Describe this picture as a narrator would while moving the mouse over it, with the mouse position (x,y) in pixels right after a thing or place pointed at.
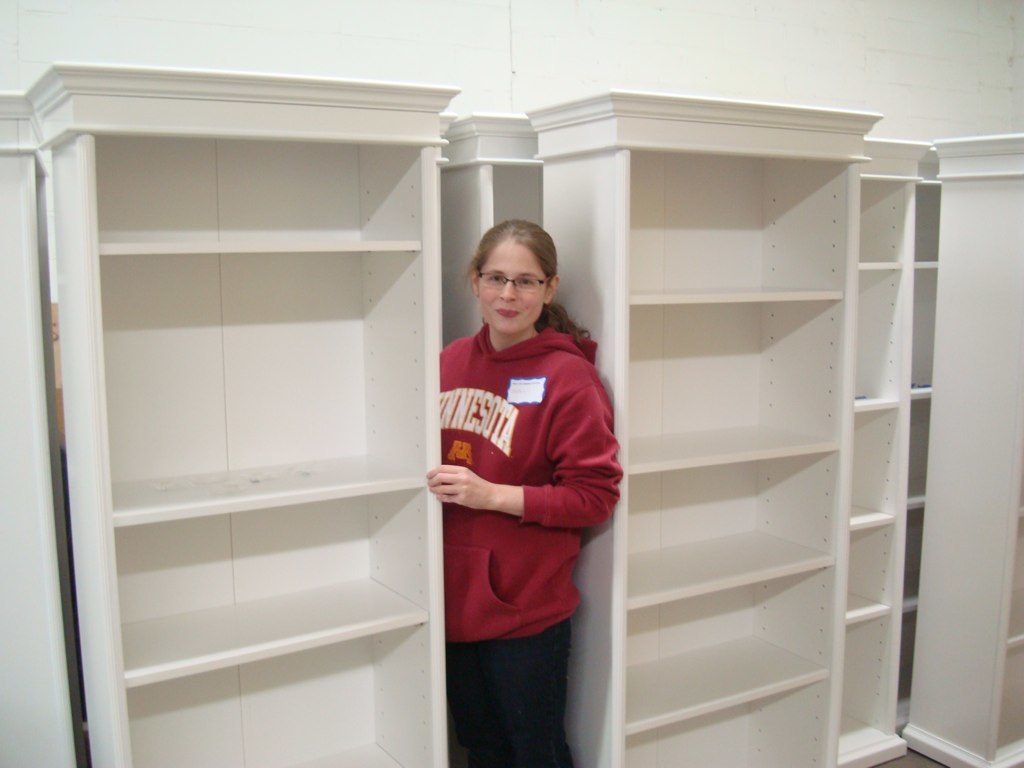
In this picture we can see a woman (560,534) standing in between the shelves (360,436).
